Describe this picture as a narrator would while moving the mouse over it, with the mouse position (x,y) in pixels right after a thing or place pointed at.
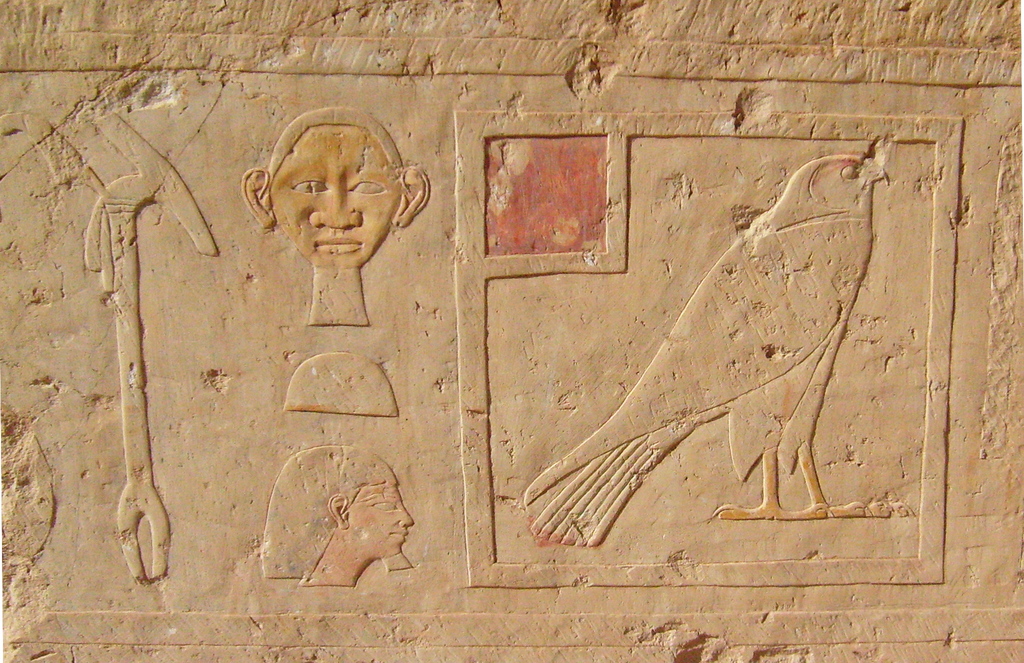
In this picture we can see carvings (805,575) on the wall (830,551).
